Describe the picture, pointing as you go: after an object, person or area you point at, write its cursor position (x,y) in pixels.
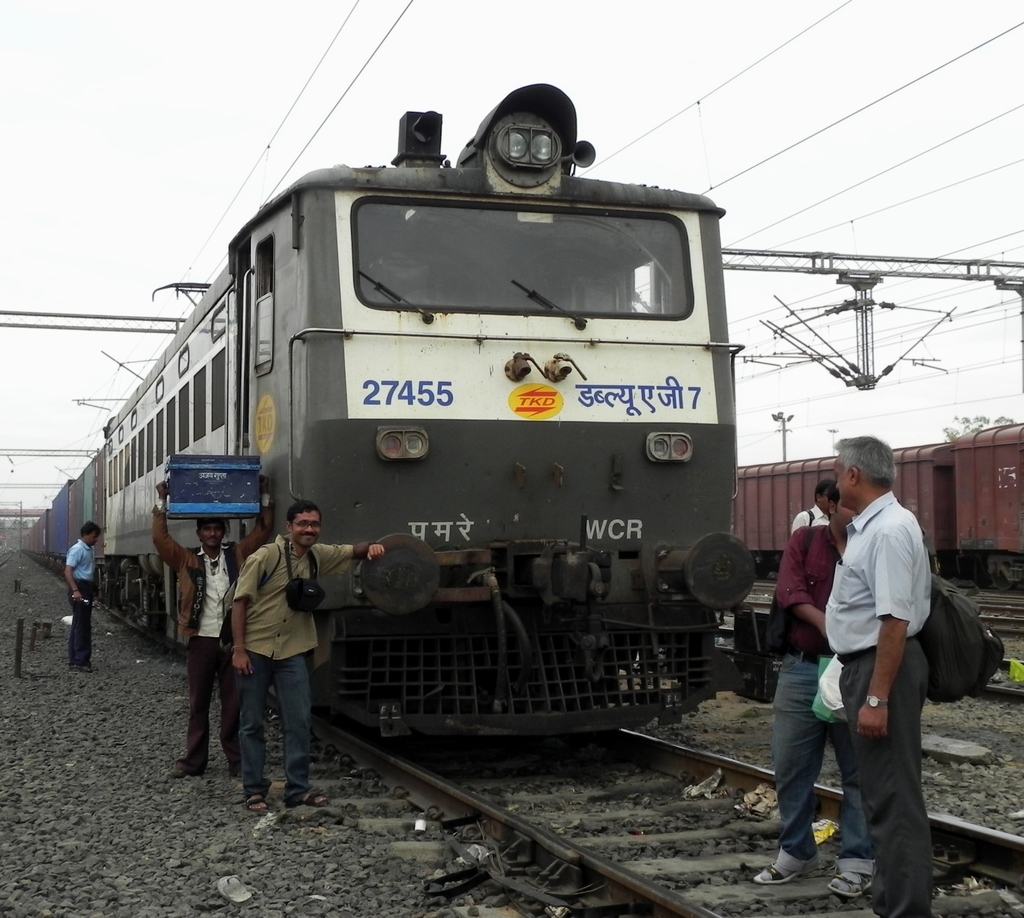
In this image there are trains (743,523) on tracks (1000,590) and people (240,621) are standing around the train (152,476), at the top (897,245) there are electrical wires (801,212) and the sky (864,214).
